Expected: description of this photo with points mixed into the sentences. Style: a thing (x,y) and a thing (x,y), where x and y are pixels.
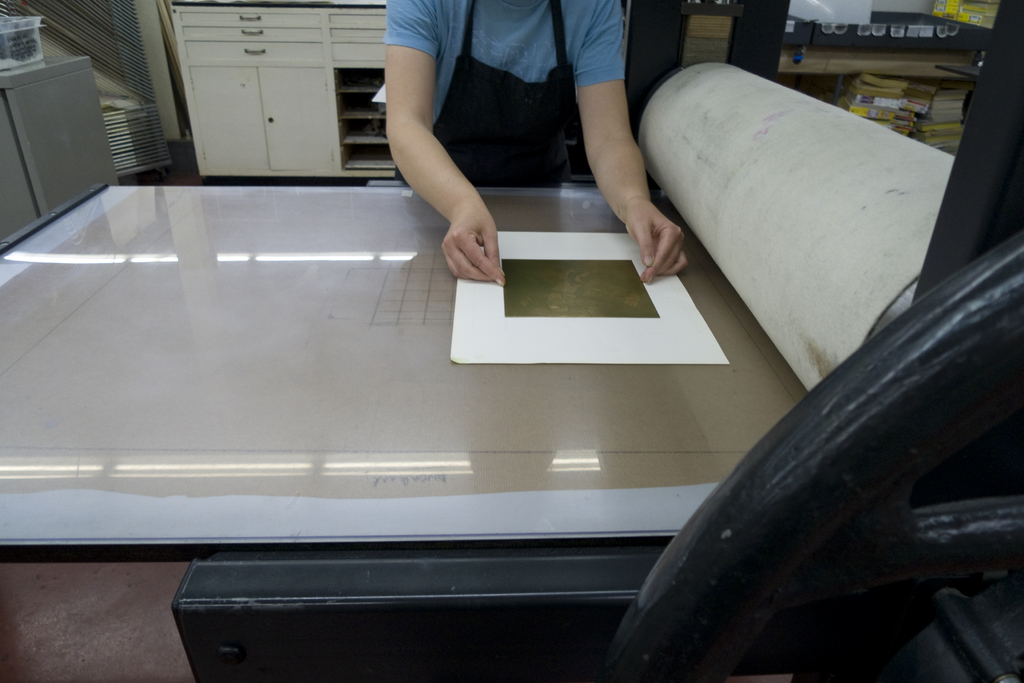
In this image we can see some person (522,164) standing in front of the glass table (440,336) and on the glass table (584,397) we can see a paper (529,328). In the background (371,141) we can see the shelf (279,56) and also see some books (921,101) placed in the rack (904,55). Floor (95,627) is also visible. On the left (48,58) there is an object (39,48).
